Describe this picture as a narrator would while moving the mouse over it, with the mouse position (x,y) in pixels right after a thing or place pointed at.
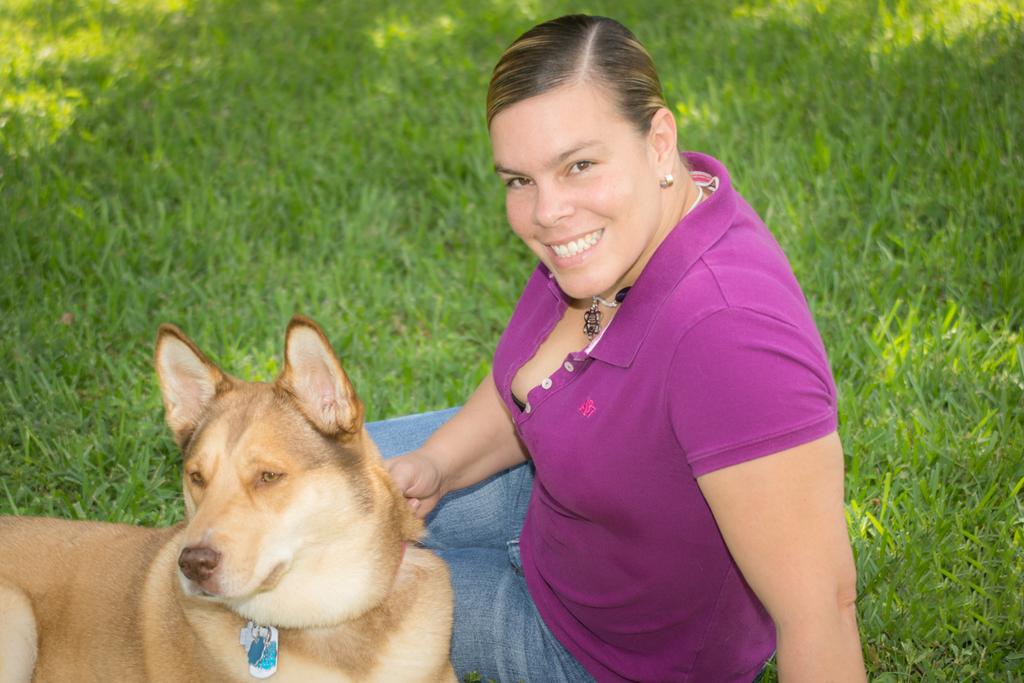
There is a lady (689,378) with violet t-shirt (689,378) and jeans (490,592) sitting on a grass (925,388). Beside her there is a dog (247,594).
